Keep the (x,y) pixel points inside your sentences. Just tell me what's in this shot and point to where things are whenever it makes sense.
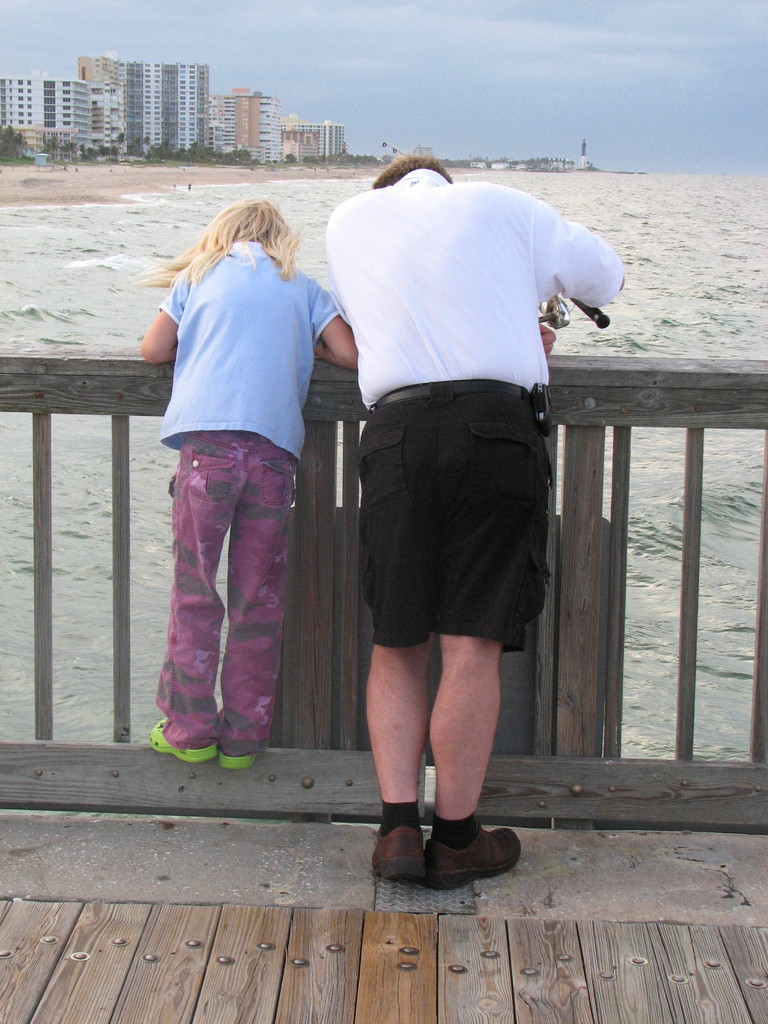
In this image there is a man (481,574) and a girl (258,591) standing, on a wooden path (707,927), in front of them there is a railing (366,790), sea (11,309), in the background (102,160) there are trees (124,154), buildings (39,125) and the sky (588,101).
